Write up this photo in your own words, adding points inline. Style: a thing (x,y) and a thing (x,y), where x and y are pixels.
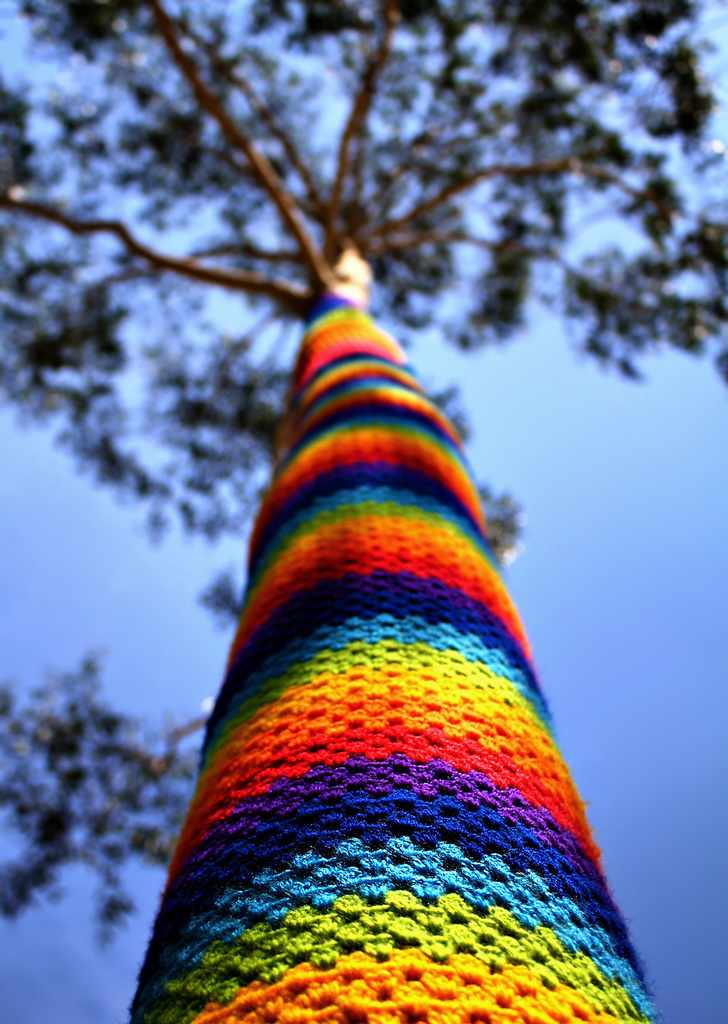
In this image we can see colorful cloth (358,771) is attached to the bark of the tree (361,151).
